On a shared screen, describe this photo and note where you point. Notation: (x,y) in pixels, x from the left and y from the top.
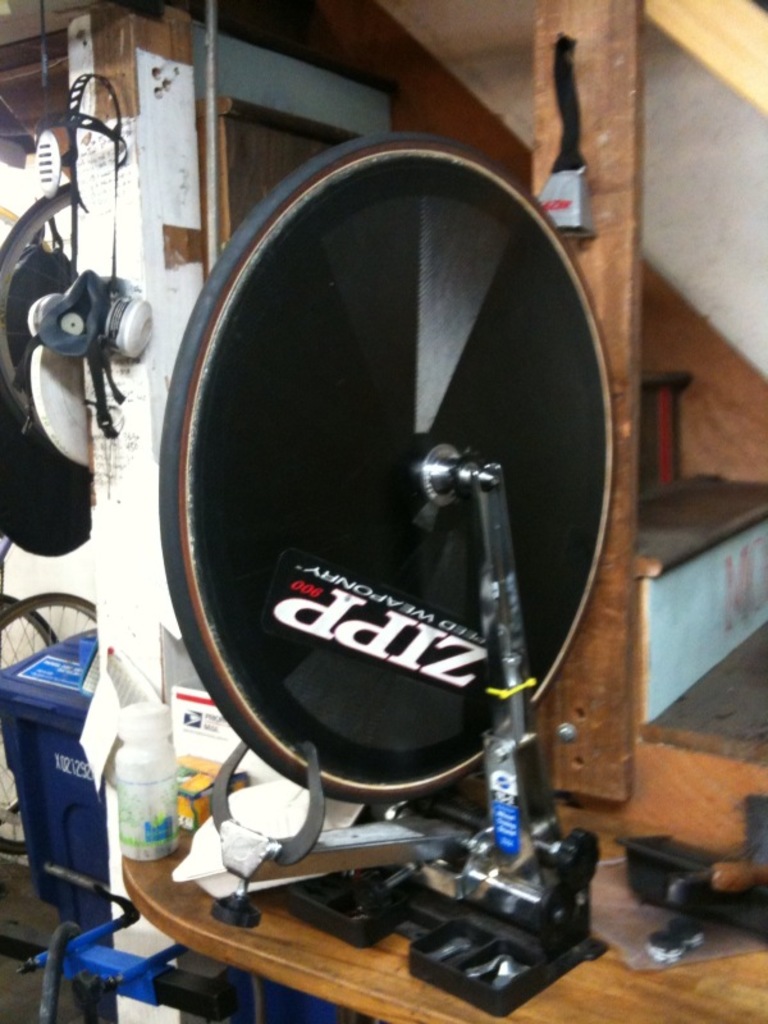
In the center of the image (338,409) we can see a black color object (357,747) and also a bottle (121,735) on the wooden surface (392,964). In the background (62,693) there is a trash bin (52,697). We can also see the stairs (668,479).
